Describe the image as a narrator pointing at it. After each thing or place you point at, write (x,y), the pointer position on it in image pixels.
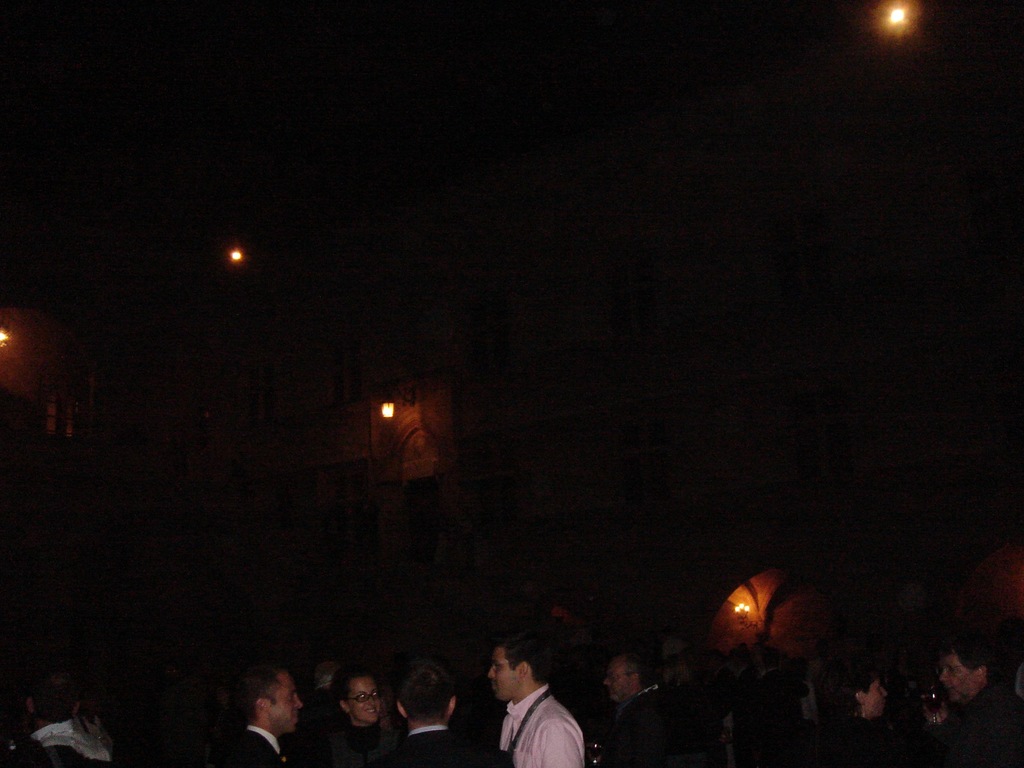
In this picture we can see some people (879,716) are standing, there are some lights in the background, we can see a dark background (982,79).
